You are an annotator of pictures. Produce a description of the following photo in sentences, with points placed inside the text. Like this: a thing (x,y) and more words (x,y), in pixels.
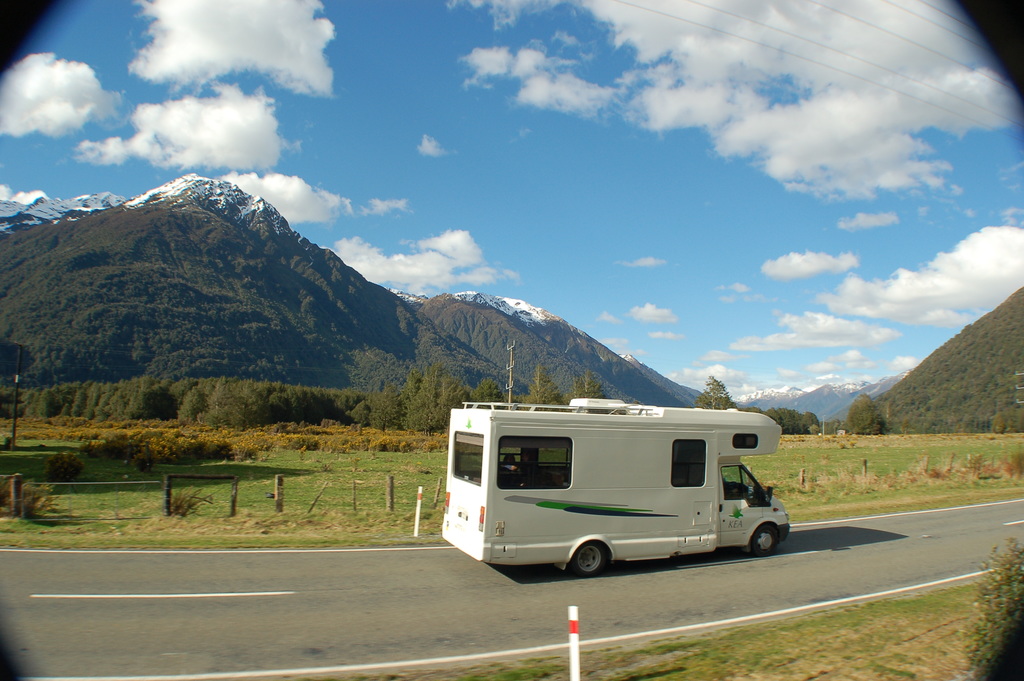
In this image, I can see a van (476,501) on the road (813,556). These are the mountains (548,331). I can see the trees (236,407). These look like poles (572,636). I can see the small bushes (177,446). These are the clouds (587,94) in the sky (779,193).
